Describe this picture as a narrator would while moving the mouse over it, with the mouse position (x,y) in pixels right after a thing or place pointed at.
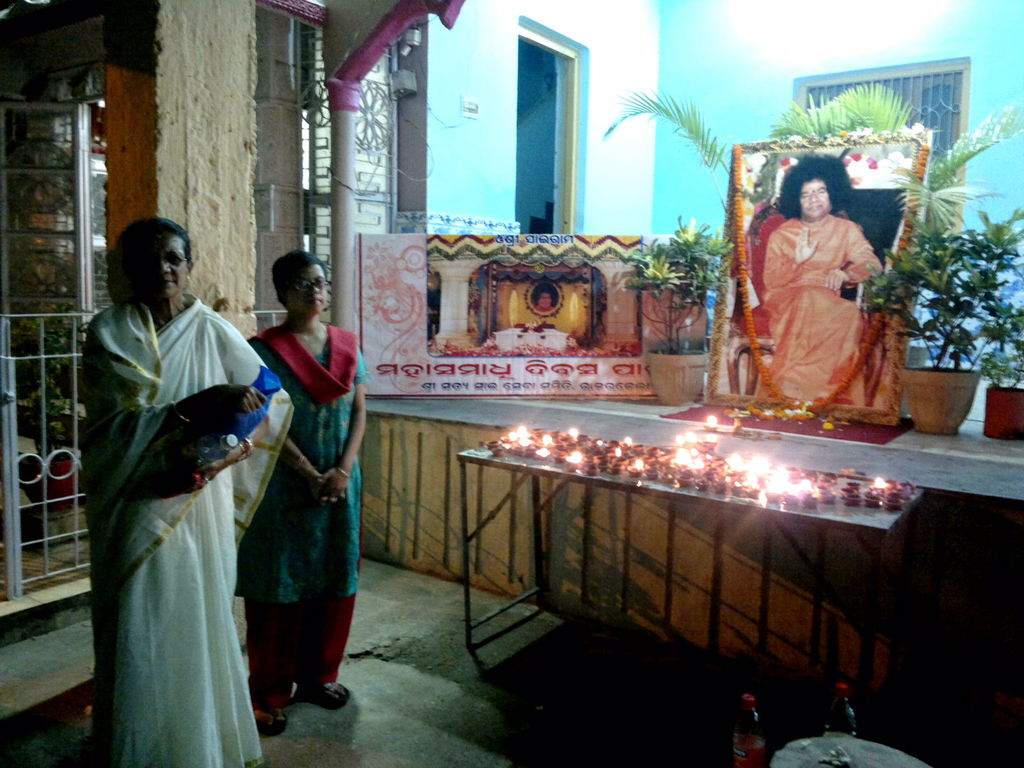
This picture seems to be clicked outside. On the left (301,312), we can see the two people (320,326) standing on the ground (374,563) and we can see the bottles (748,709) and some other items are placed on the ground (394,584) and we can see the burning mud lamps (631,457) and some other items (482,457) are placed on the top of the table (765,504). In the background (717,49), we can see the wall (717,44), potted plants (850,104) and a picture frame (810,230) containing the picture (866,244) of a person (810,307) who is sitting on the chair (763,255) and we can see the garland (752,338) and we can see the metal objects (79,155), text (539,367) and some pictures (516,268) on the poster (556,302) and a picture (543,296) of a person (541,296) on the poster (491,312) and we can see some other items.
